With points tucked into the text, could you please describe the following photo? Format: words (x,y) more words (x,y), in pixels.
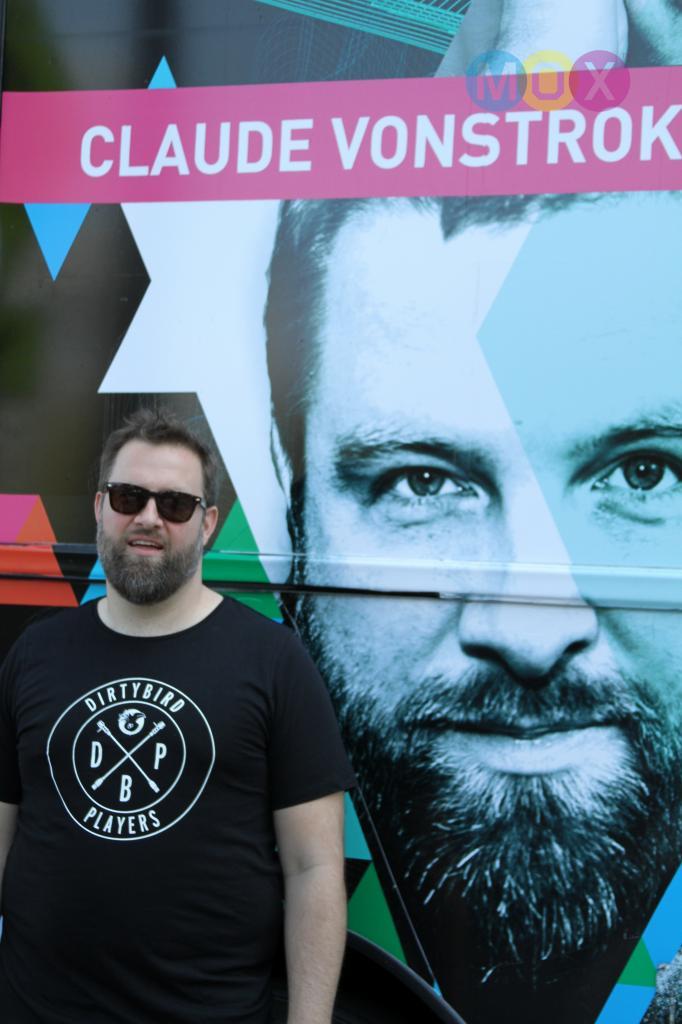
In this image we can see a man (145,741) standing. He is wearing a black shirt (189,723). In the background (449,518) there is a poster (388,542).
